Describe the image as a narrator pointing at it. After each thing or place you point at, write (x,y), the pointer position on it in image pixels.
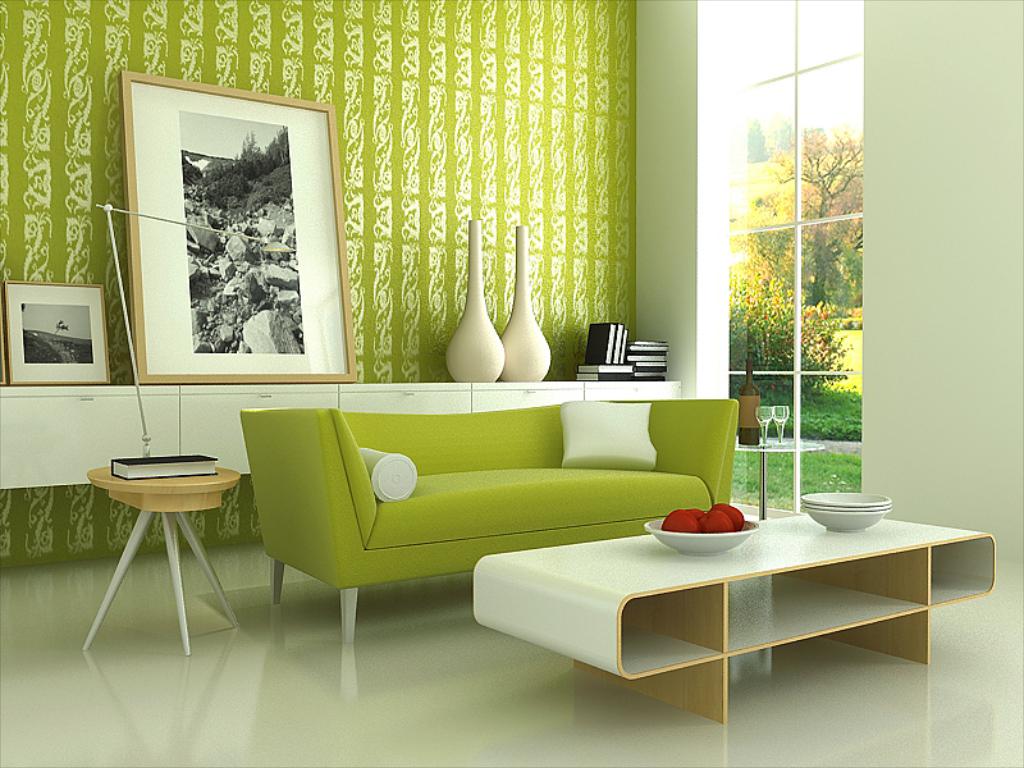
Picture of a room (520,725). On this table (304,388) there are pictures (93,316), vase (479,362) and books (626,372). This is a couch (445,443) in green color with pillow (582,463). On this table (772,615) there is a bowls (743,541) and fruits (717,512). On this table (173,496) there is a book (198,474). The wall (358,152) is in white and green color. Outside of this window (809,373) we can able to see number of trees (841,287) and grass (826,468). On this table (787,447) there are glasses (763,410) and bottle (758,408).
